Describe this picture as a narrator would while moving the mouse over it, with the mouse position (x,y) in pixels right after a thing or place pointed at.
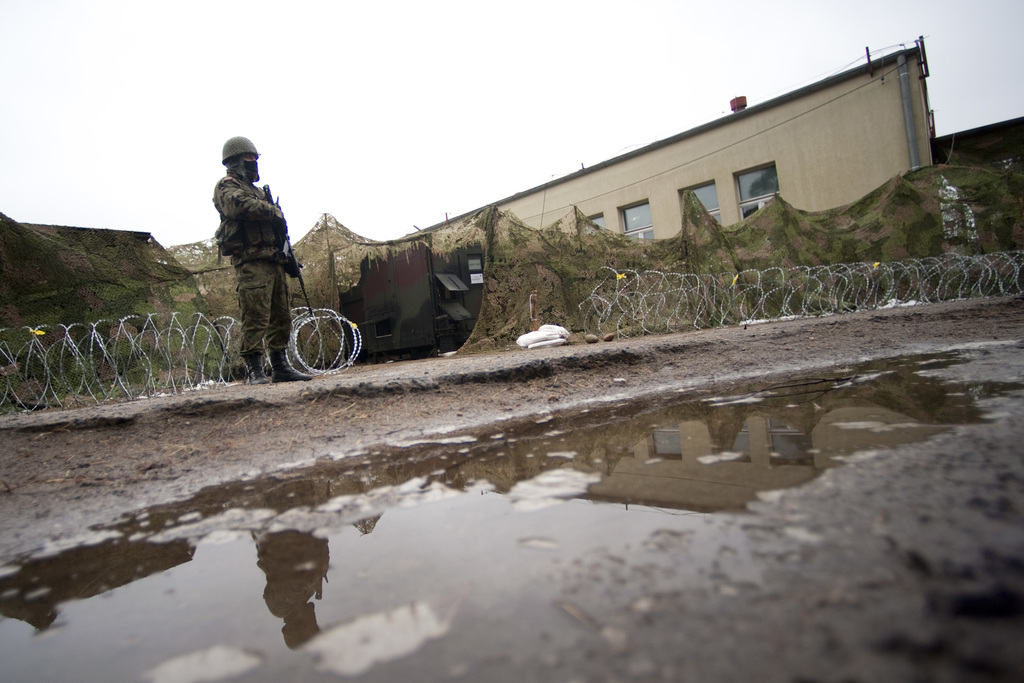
In this image we can see a person (280,332), water (31,679), ground (460,390), tent (491,329), fence (683,319), and a building (857,150). In the background (526,112) there is sky (526,112).
